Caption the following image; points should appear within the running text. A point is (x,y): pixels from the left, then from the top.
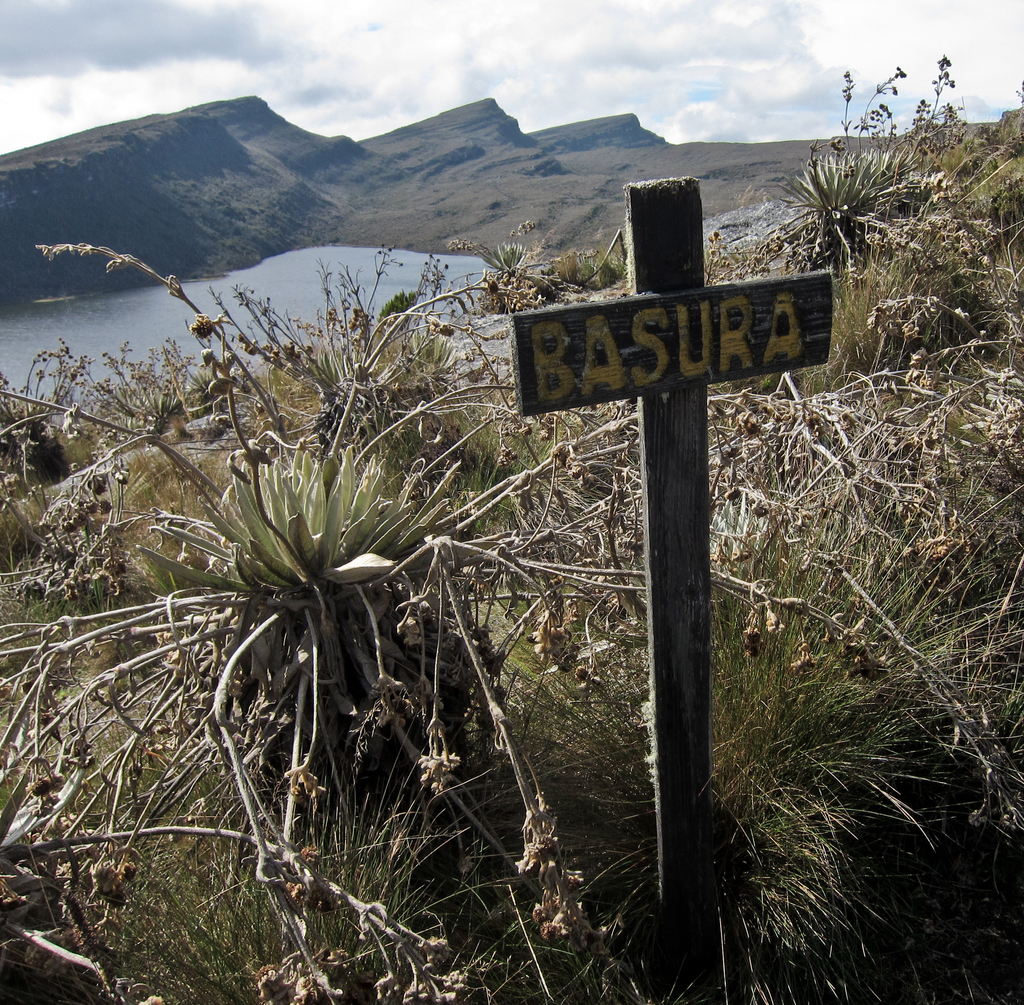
On the right side (756,284), there is a text (610,365) on a wooden cross (654,473). This wooden cross (683,809) on the ground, on which there are plants (506,403) and grass (928,863). In the background (594,187), there is water (280,315), there are mountains (444,153) and there are clouds (742,78) in the sky (610,42).
